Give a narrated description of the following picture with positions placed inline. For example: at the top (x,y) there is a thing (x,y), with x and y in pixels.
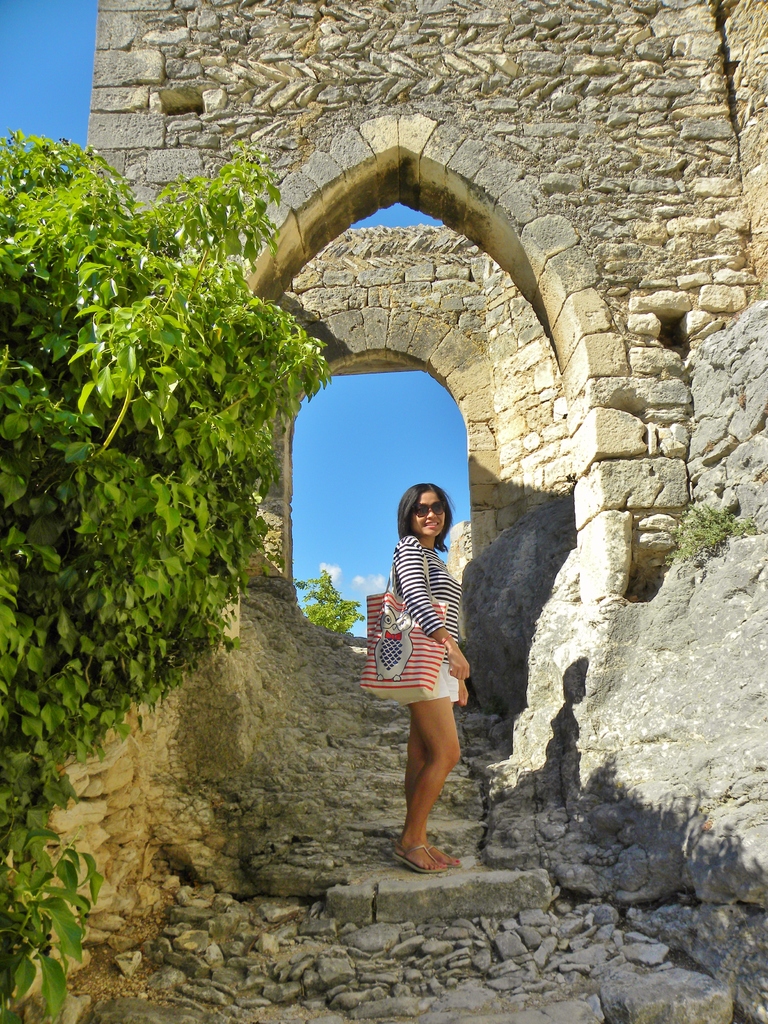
In this image there is a person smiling and standing on the stair case (239,947), and in the background (388,552) there are arches (510,275) of a building (475,183), plants (137,205), sky (64,55).
